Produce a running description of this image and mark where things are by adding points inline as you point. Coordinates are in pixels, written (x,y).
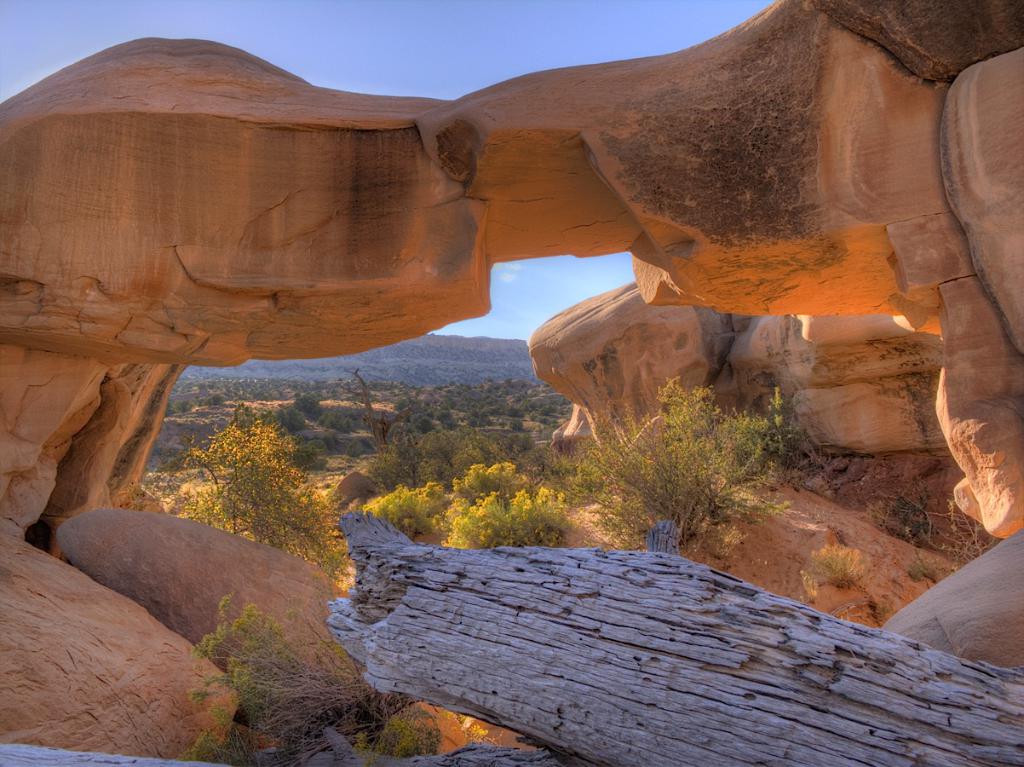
This picture describe about the brown color mountains (890,238) seen in the image. In the front (471,696) bottom side we can see dry tree trunk (692,716). In the background (432,469) we can see some trees (387,483) and mountains (441,356).
